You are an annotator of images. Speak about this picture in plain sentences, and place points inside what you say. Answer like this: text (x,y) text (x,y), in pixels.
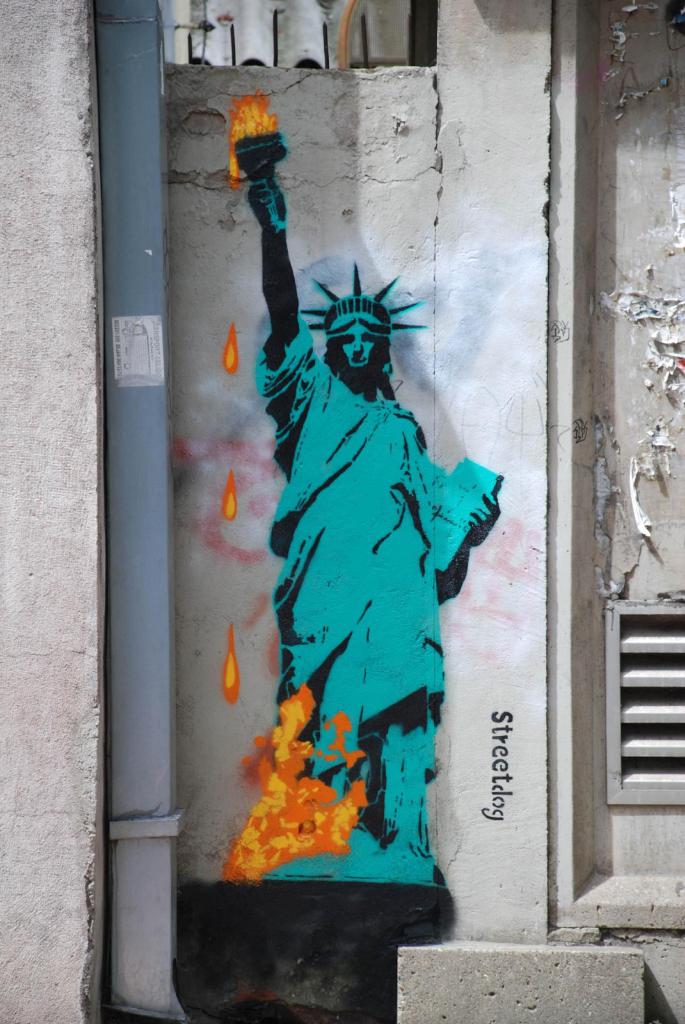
In the center of the image (326,485) we can see painting (424,628) on the wall (477,930).
